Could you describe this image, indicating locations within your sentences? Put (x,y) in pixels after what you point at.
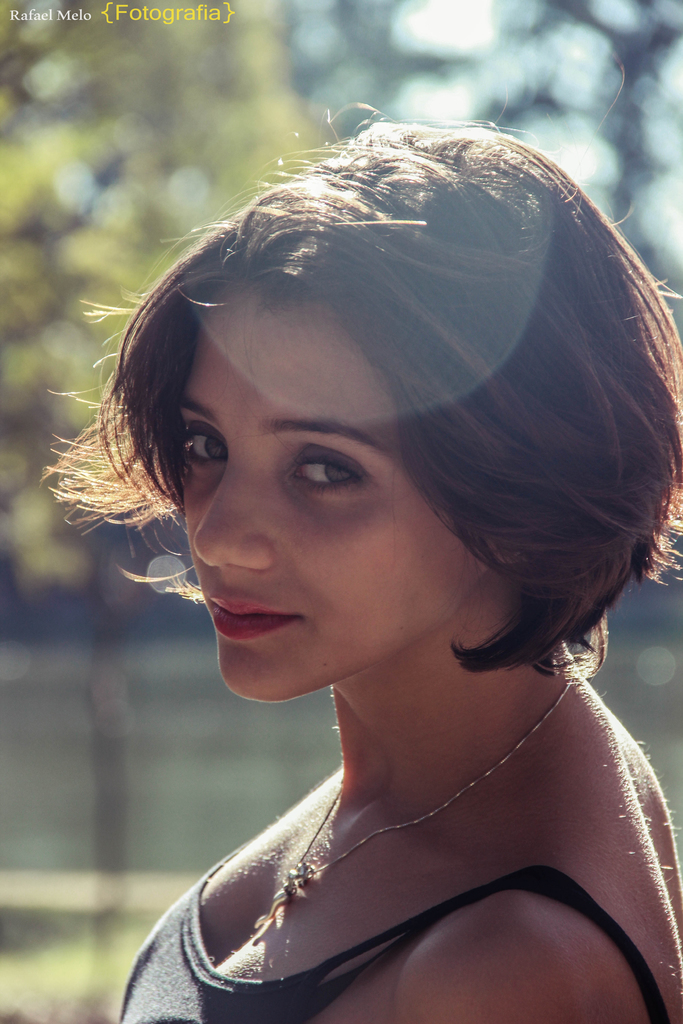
In the picture we can see a woman (441,735) standing, she is wearing a black top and a short hair cut (481,200) and in the background (112,932), we can see grass surface (89,948) and a tree (431,78) and some parts of the sky (449,17).
